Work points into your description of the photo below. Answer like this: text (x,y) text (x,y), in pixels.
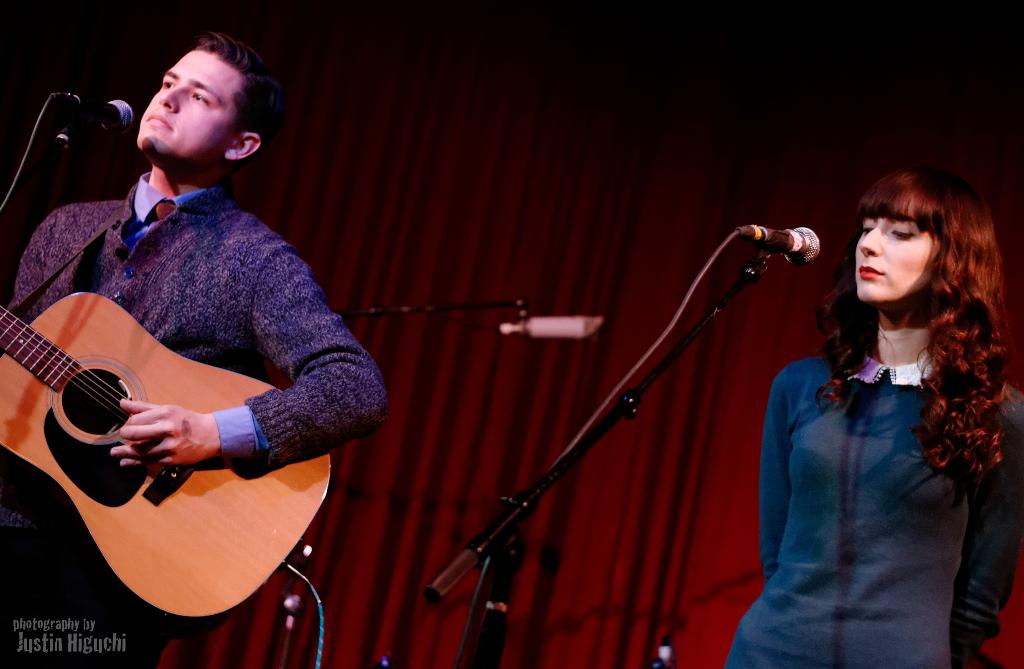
In this picture, we see man (247,338) and woman (891,522) standing over there. The woman (812,560) in the right corner (928,448) wearing blue top (823,564) is looking down, she might be singing and the man (238,253) on the left corner (159,233) is playing guitar (71,393) and he might be singing on microphone (127,104). Behind them, we see a red color curtain (531,369).
